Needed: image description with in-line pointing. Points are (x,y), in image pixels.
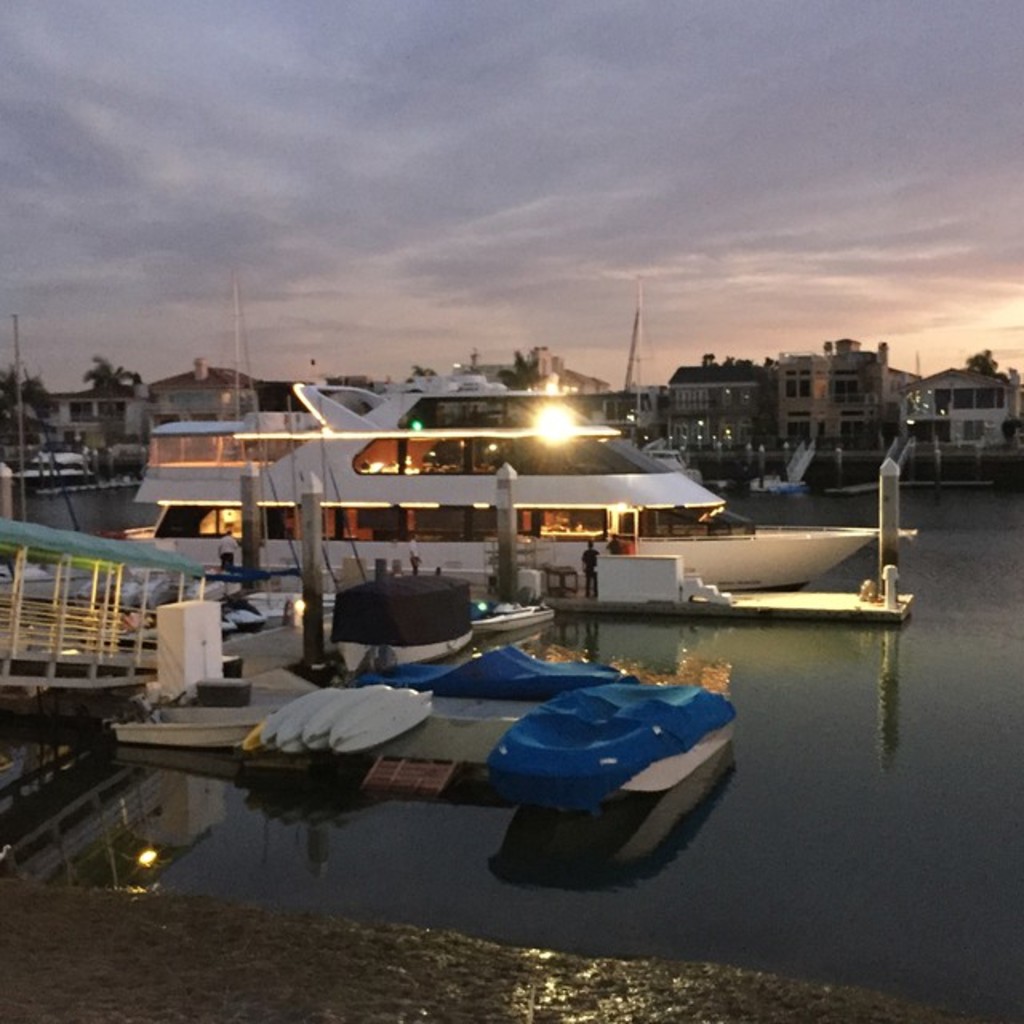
In the foreground of this image (557,770), there are few boats (357,618) and a ship (467,455) near a dock (832,594). In the background (85,473), there is a ship (54,487) on the water (57,507), few buildings (282,386), sky (477,167) and the cloud (744,122).
